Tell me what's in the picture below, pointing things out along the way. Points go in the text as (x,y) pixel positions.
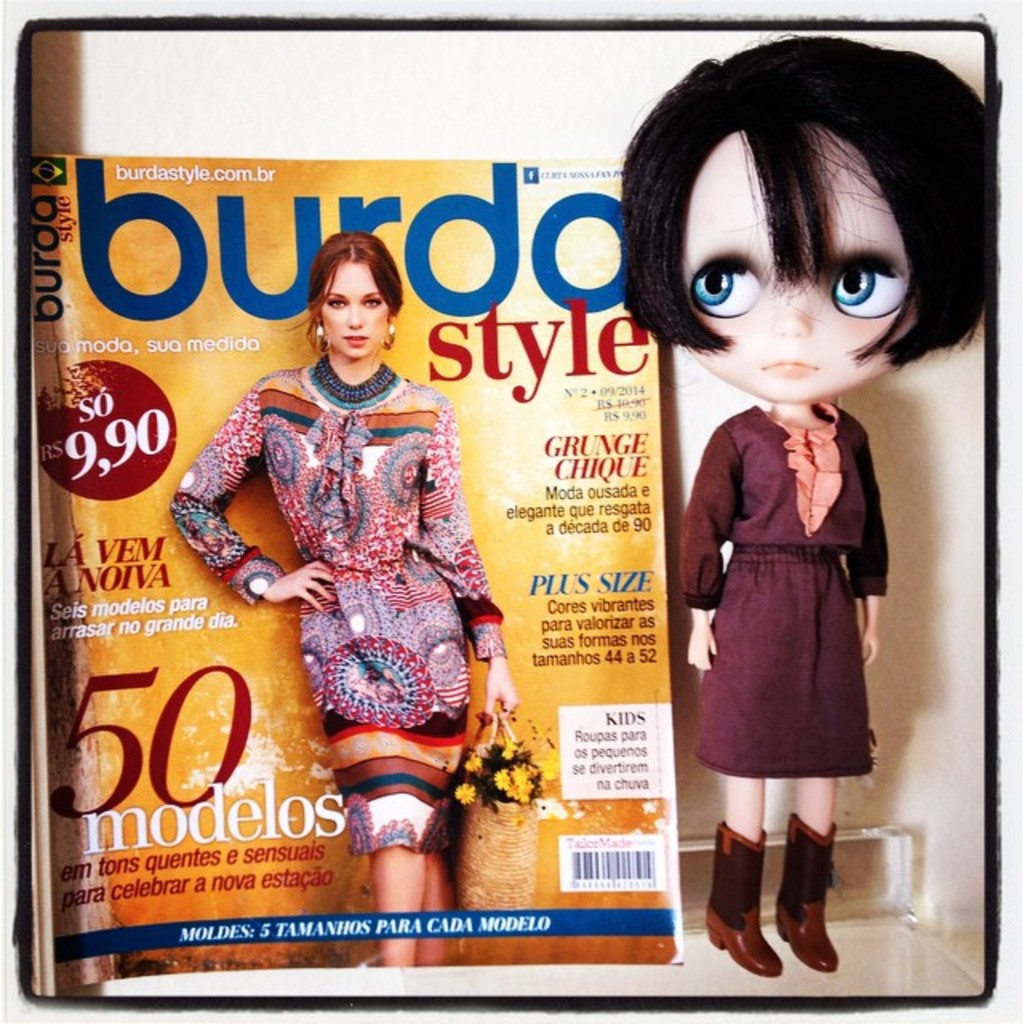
In this image we can see a book (578,719) and a doll (800,701) placed in the shelf (657,966).
